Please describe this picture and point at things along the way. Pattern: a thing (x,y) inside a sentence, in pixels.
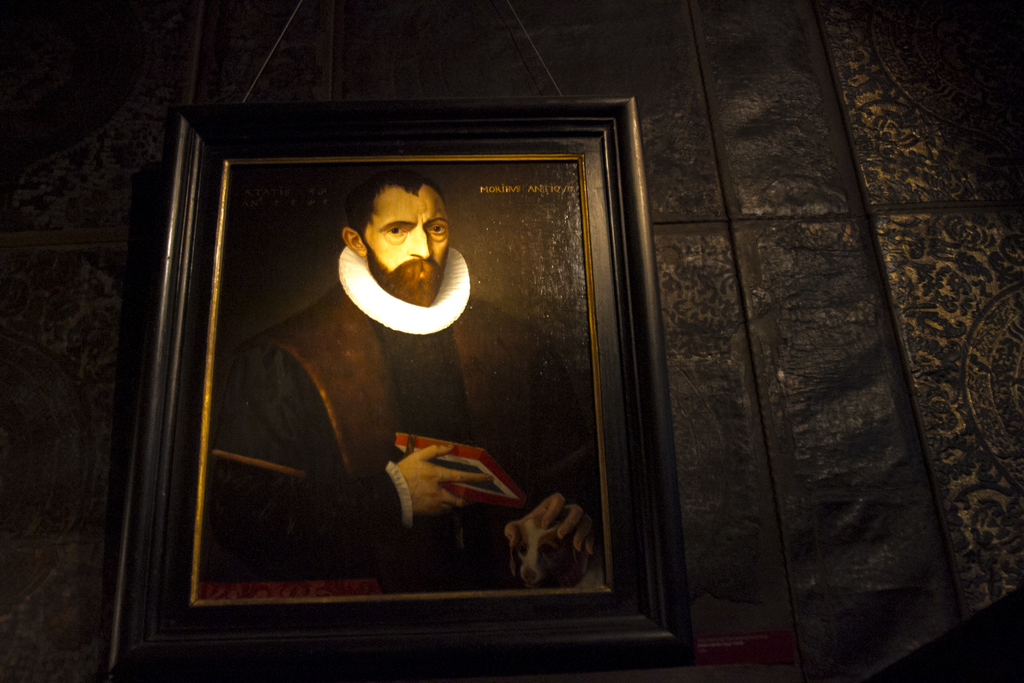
In this image there is a photo frame (652,325) on the wall (900,543).
